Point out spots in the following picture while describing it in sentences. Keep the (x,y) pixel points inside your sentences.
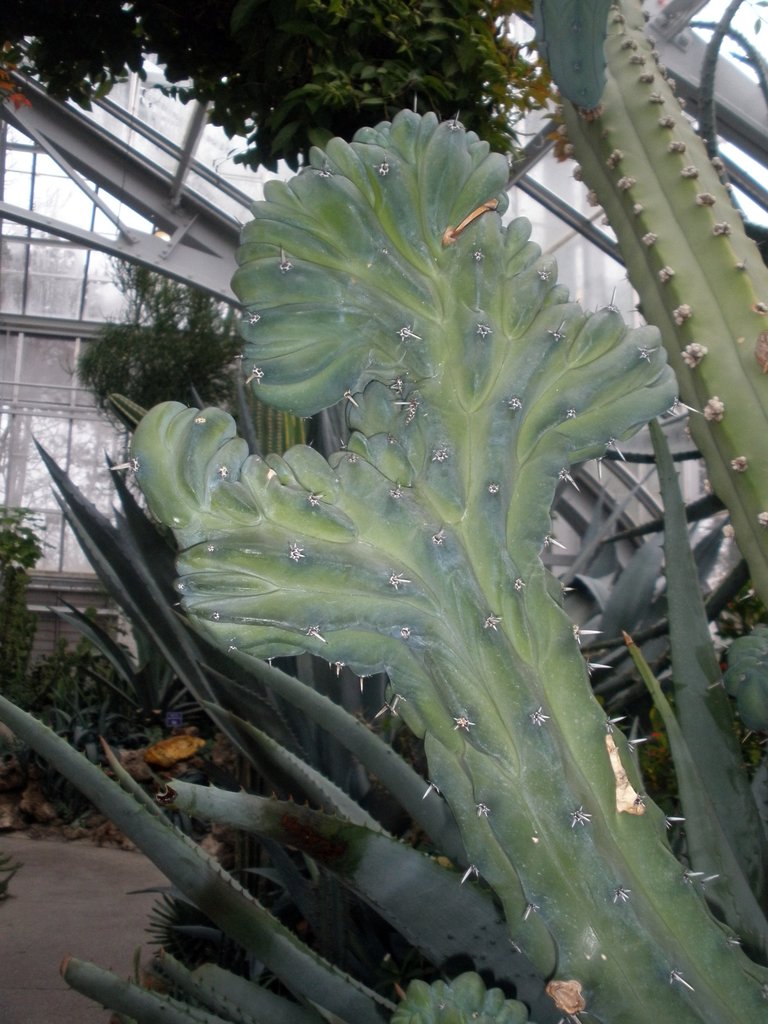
In this image we can see some plants (391,542), trees (283,20), also we can see the house (149,229).
